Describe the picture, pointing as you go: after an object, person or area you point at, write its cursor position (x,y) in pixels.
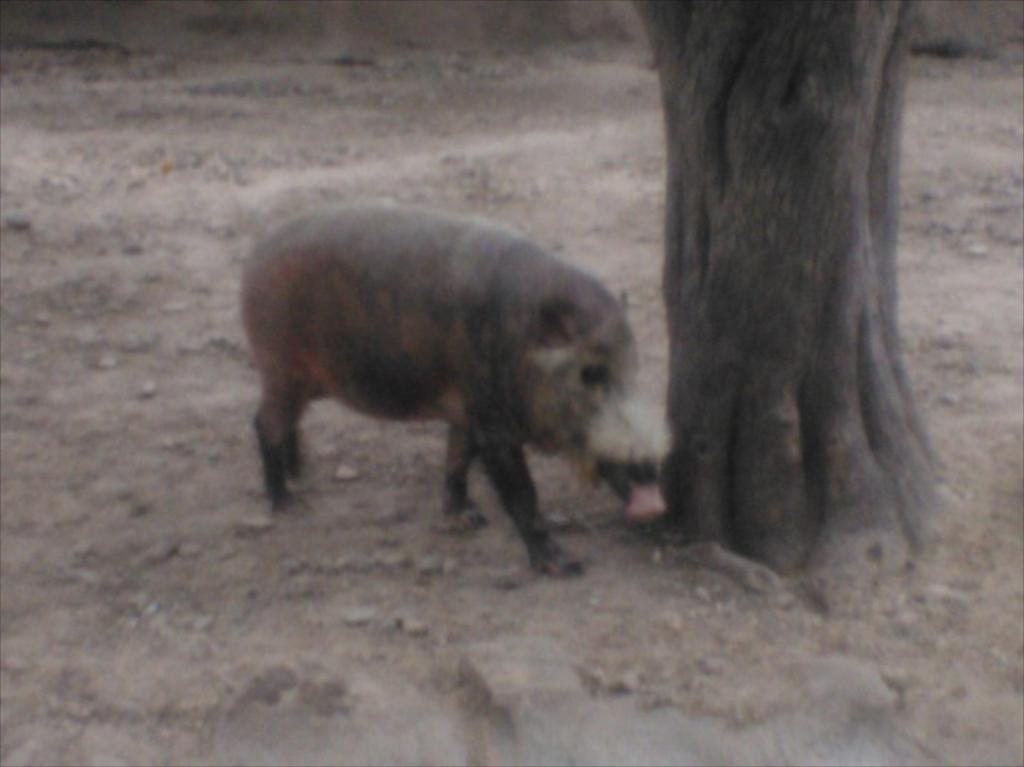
In this image, we can see a pig (621,479) standing beside a tree (797,230).
